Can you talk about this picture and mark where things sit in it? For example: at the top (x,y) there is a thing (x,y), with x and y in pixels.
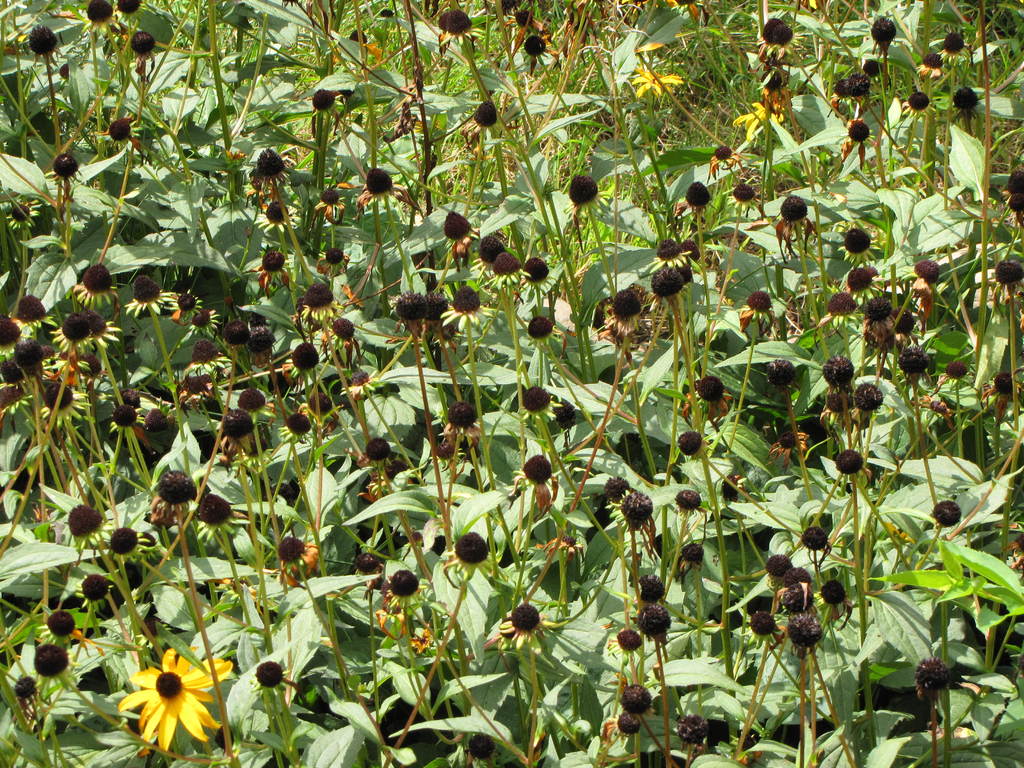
There are plants (191,274) having green color leaves (602,385) and seeds (222,498). Some of them are having yellow color flowers (661,85). In the background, there is grass (563,157) on the ground (651,190).
